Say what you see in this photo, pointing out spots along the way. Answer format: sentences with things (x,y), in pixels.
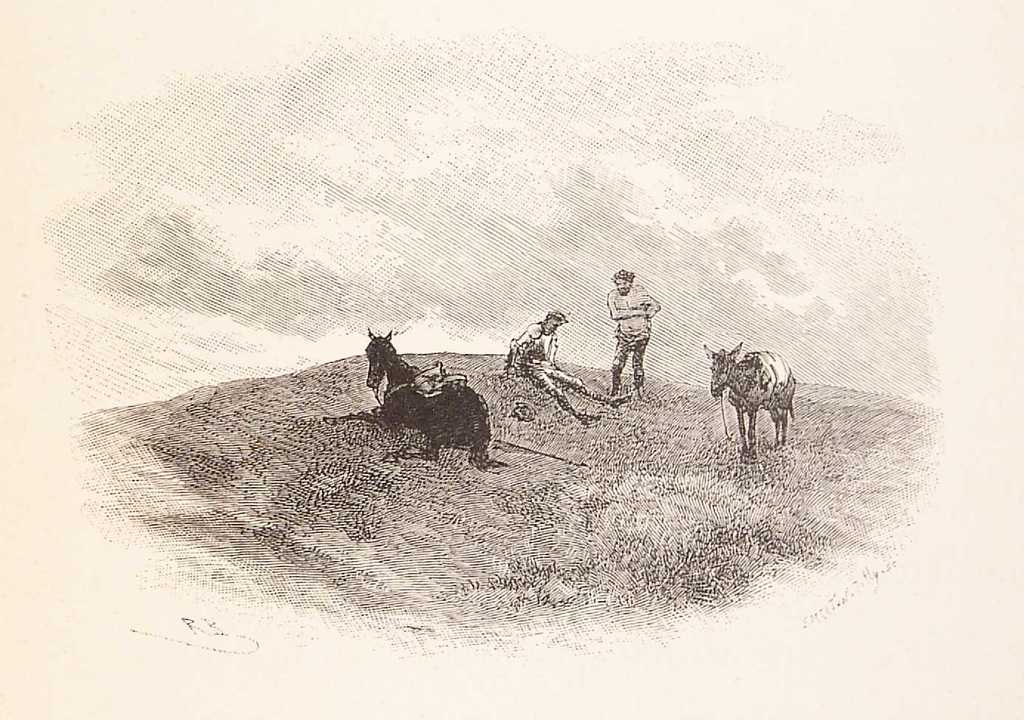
In this image I can see two animals (453,406) and I can also see two persons (621,312), and the image is in black and white.
